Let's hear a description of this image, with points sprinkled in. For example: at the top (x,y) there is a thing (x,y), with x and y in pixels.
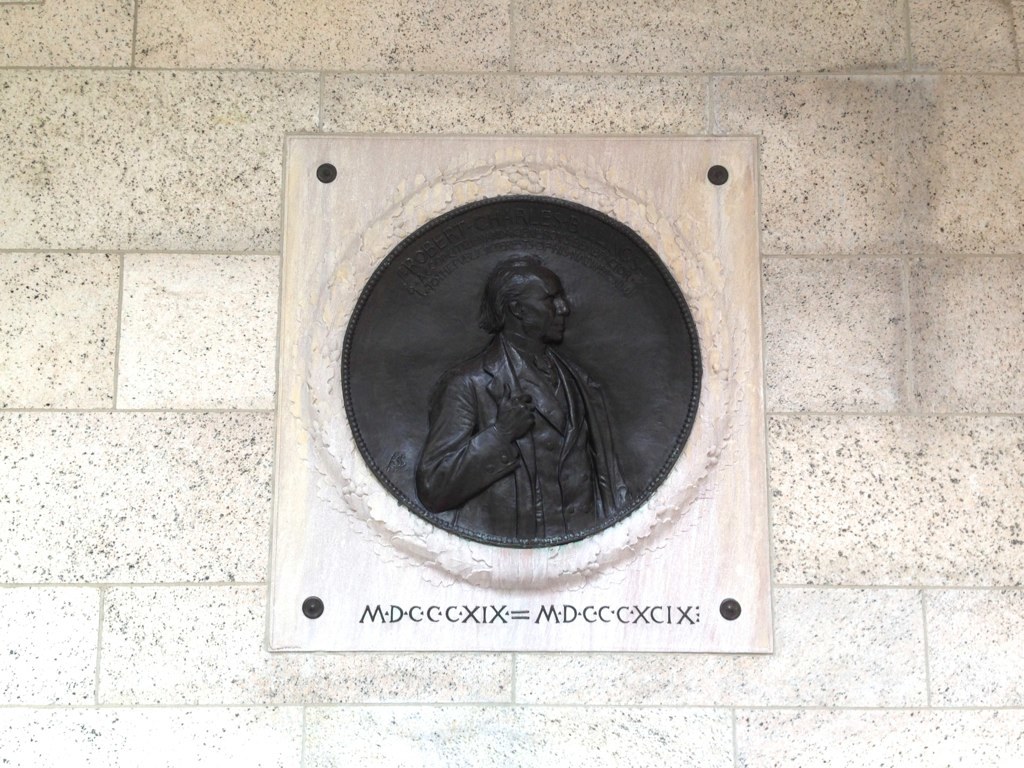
In this image I can see the wall (113,325) and a board (289,343) attached to the wall (507,70). I can see a black colored carving (550,414) on the board (388,603) and something is written to the bottom of the board (520,614).
